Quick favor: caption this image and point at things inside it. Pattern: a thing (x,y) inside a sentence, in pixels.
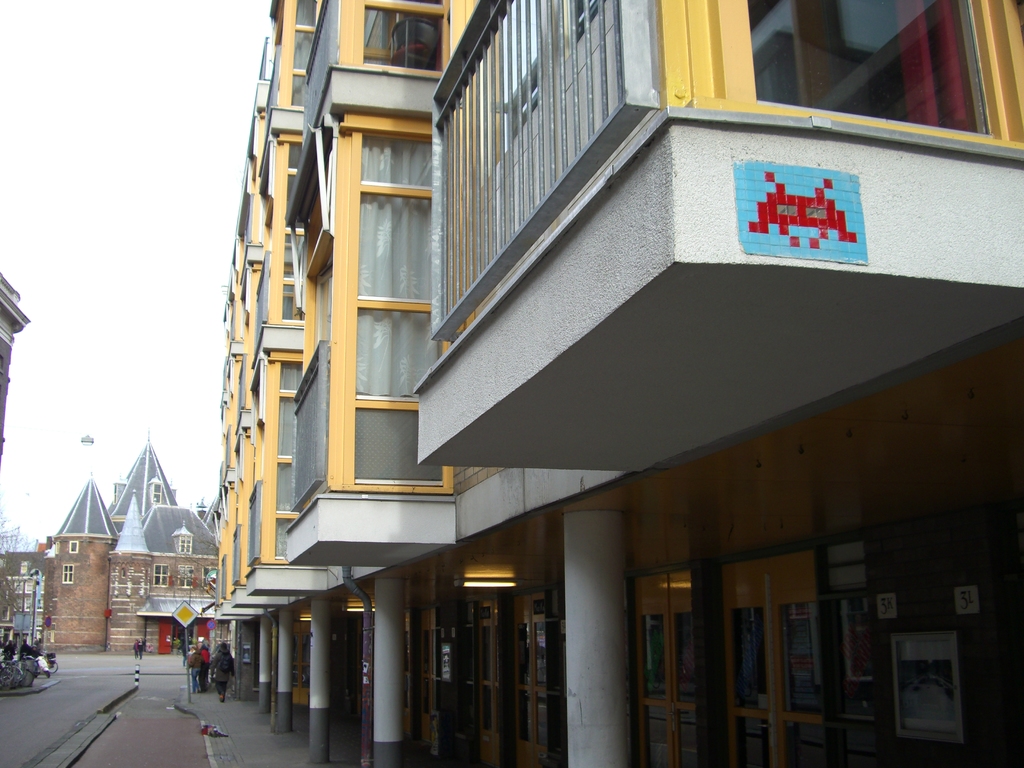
In this picture we see front edges (422,158) of many buildings (557,284) with supporting pillars (577,715). On the left side (207,667), we see people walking on the street (146,677).
